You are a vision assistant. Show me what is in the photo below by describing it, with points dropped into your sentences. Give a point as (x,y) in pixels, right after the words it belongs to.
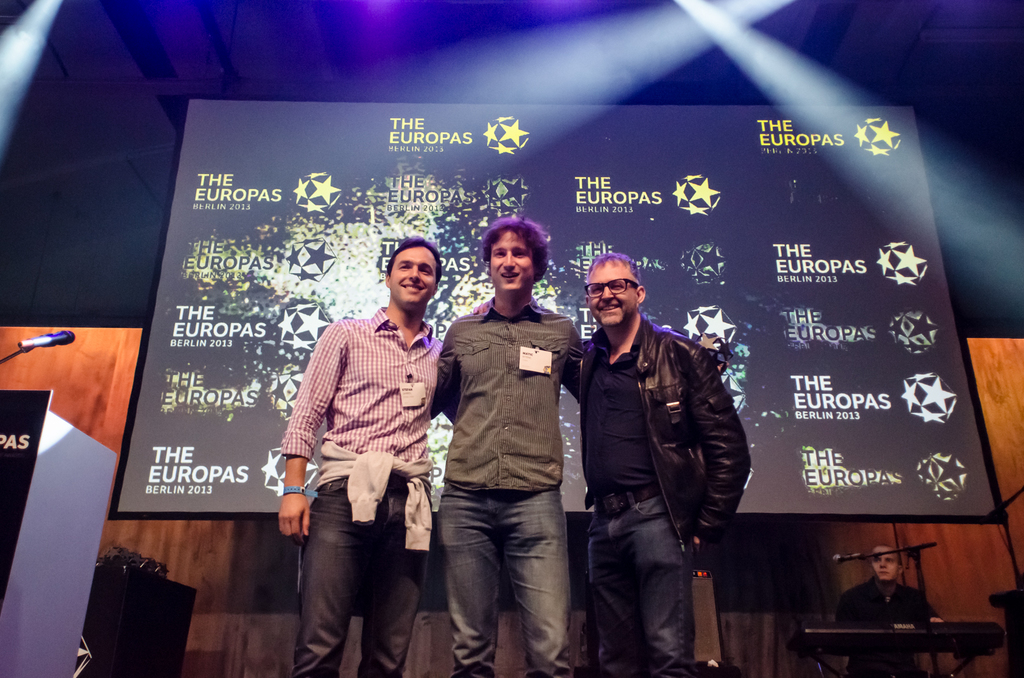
This image consists of three men (545,522) standing on the dais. To the left (49,605), there is a podium (27,498) along with the mic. In the background (315,274), there is a screen (239,414). To the right (847,643), there is a man (854,598) playing keyboard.
